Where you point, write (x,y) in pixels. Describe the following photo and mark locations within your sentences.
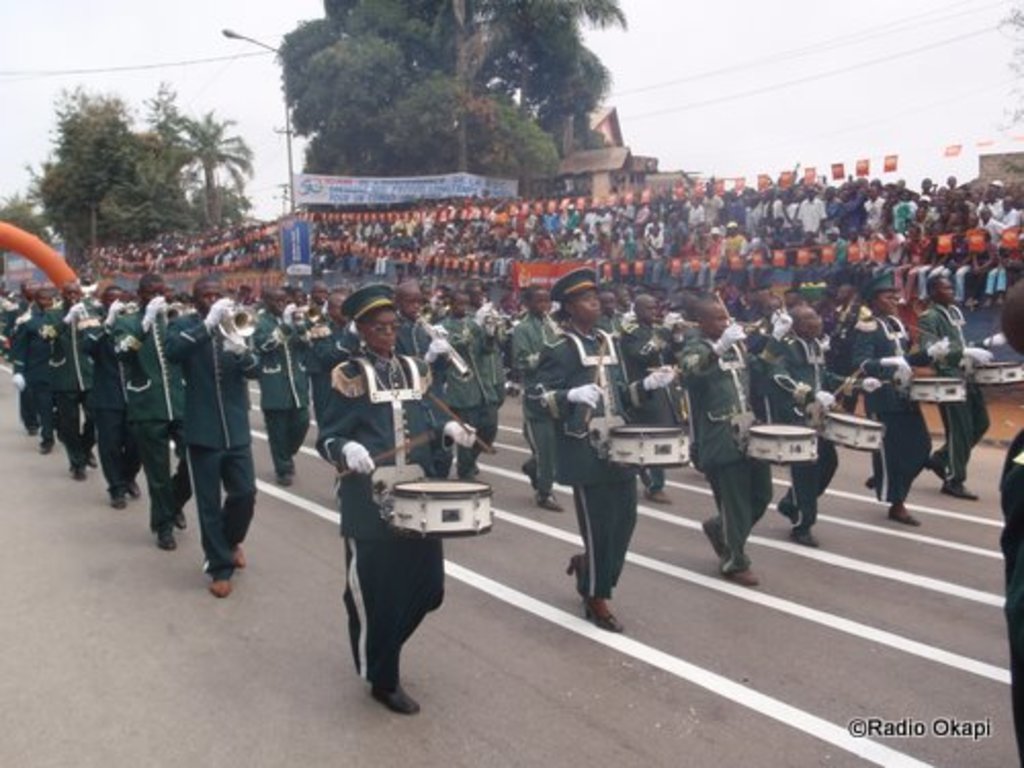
In this image we can see people (375,545) wearing costumes (493,344) and playing musical instruments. In the background (566,239) there is crowd (326,246) and we can see boards (307,180). There is a pole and we can see wires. There are trees (552,169), buildings (643,162) and sky (716,134).
